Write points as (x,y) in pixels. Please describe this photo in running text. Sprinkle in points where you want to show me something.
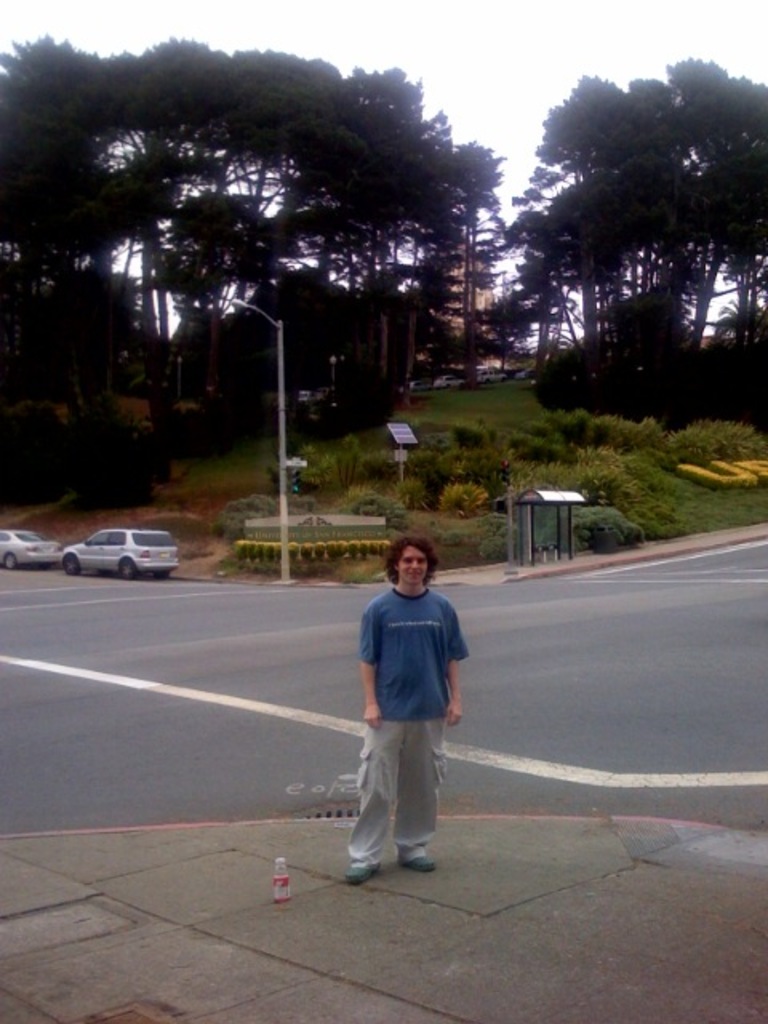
In the image there is a man (405,681) standing on the foot path (149,926) and on the right side (765,458) there are plants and trees (539,385) on the grassland (433,395), on the left side (103,563) there are two cars (92,551) on the corner of the road (44,584) and above its sky (464,53).
